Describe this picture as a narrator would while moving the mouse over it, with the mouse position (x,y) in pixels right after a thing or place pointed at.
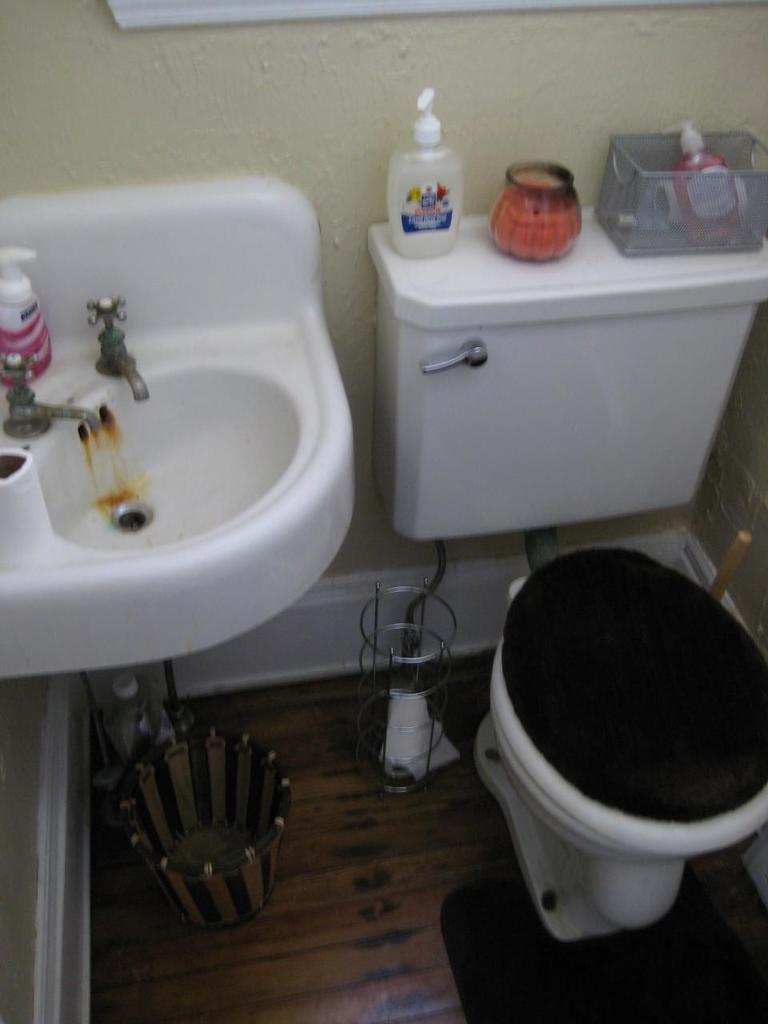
In this image, I can see a wash basin (281,548) and a flush tank (464,403), which are attached to a wall (332,156). It looks like a toilet seat (592,830) with a toilet lid (612,774). I think this is a dustbin (151,785), which is under the washbasin (256,566). I can see the bottles (43,327) and few objects (748,228) on a wash basin (215,302) and a flush tank (530,281). At the bottom of the image (345,857), I can see the floor (397,934) with a mat (456,976) on it.
